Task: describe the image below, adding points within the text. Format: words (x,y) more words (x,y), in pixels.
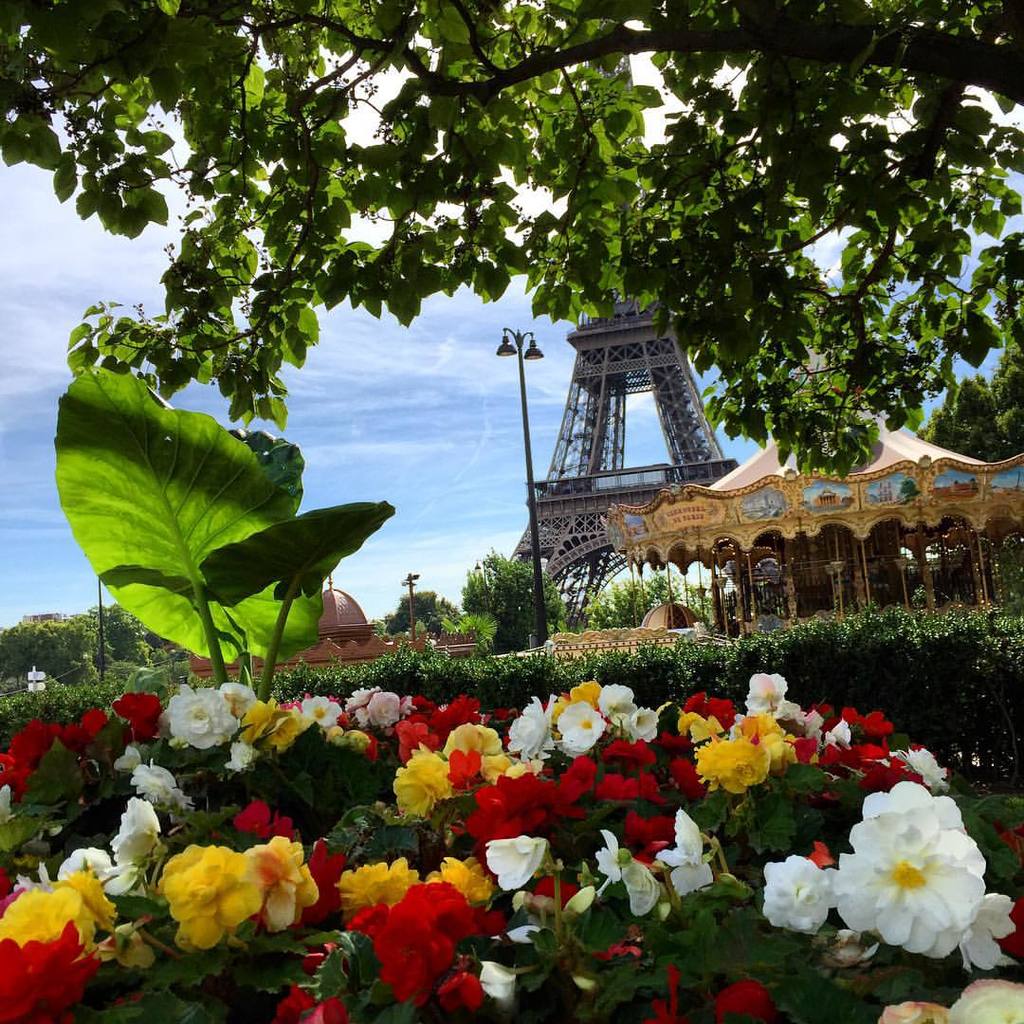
In the picture I can see different color of flowers (494,864). Behind the flowers (569,728) I can see eiffel tower (596,434). On the right side of the picture (827,200) I can see tree (744,51) with leaves (624,159). At the top of the picture (429,296) I can see sky (415,388).
